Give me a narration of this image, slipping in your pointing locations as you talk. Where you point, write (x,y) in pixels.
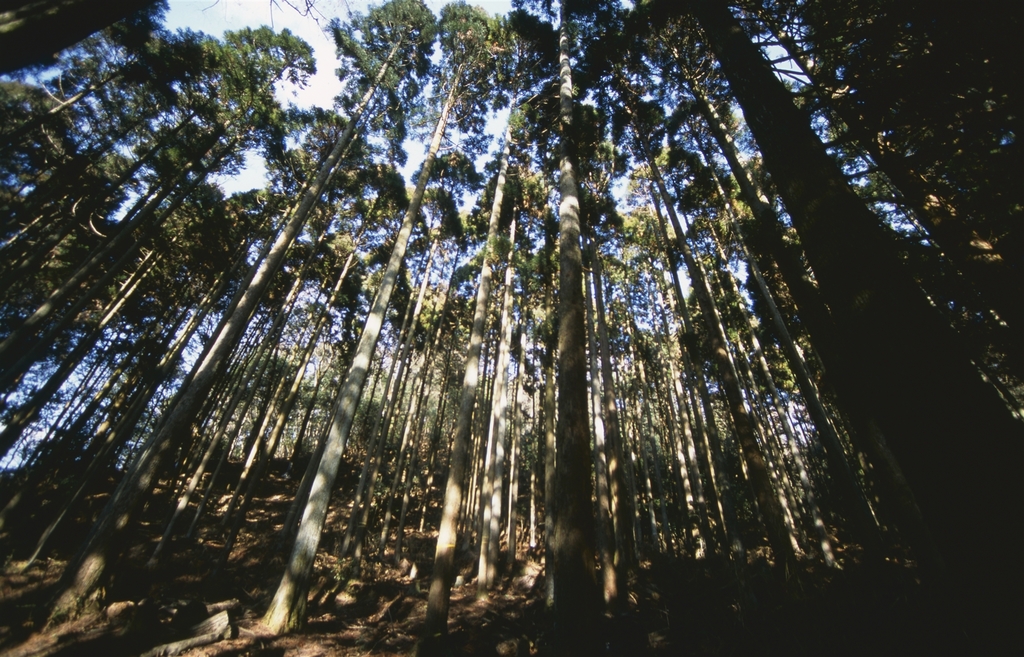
In this image we can see trees (699,362). In the background (462,198) there is sky (30,74).
